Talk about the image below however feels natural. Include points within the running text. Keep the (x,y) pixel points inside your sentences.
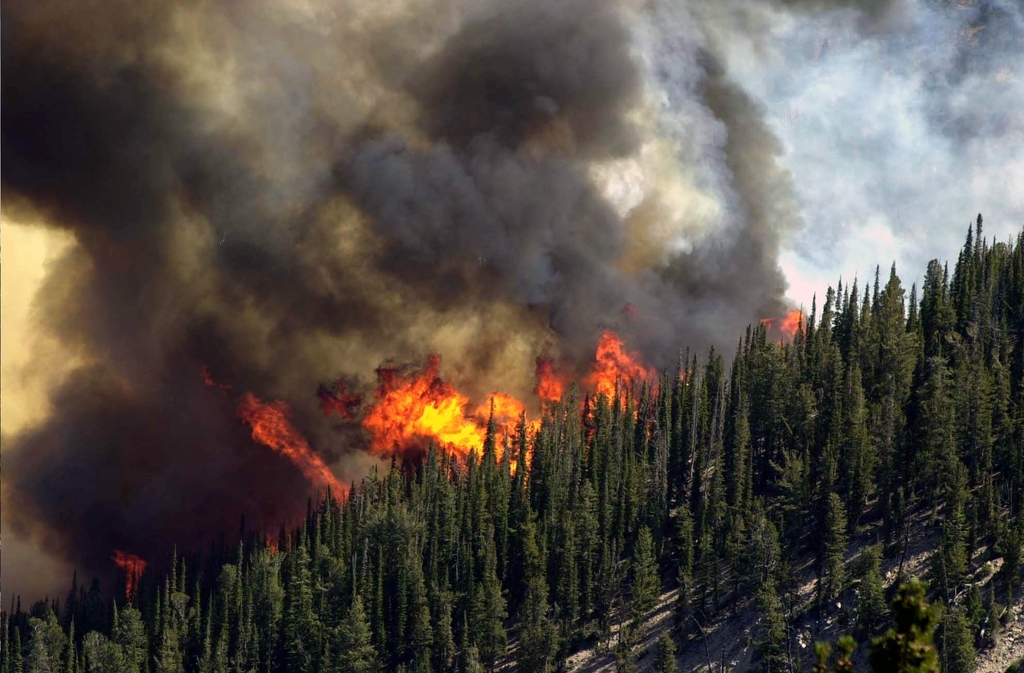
In this image there are so many trees (484,640) on the mountain (648,640), at the back (465,426) there is some fire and smoke (66,408).
